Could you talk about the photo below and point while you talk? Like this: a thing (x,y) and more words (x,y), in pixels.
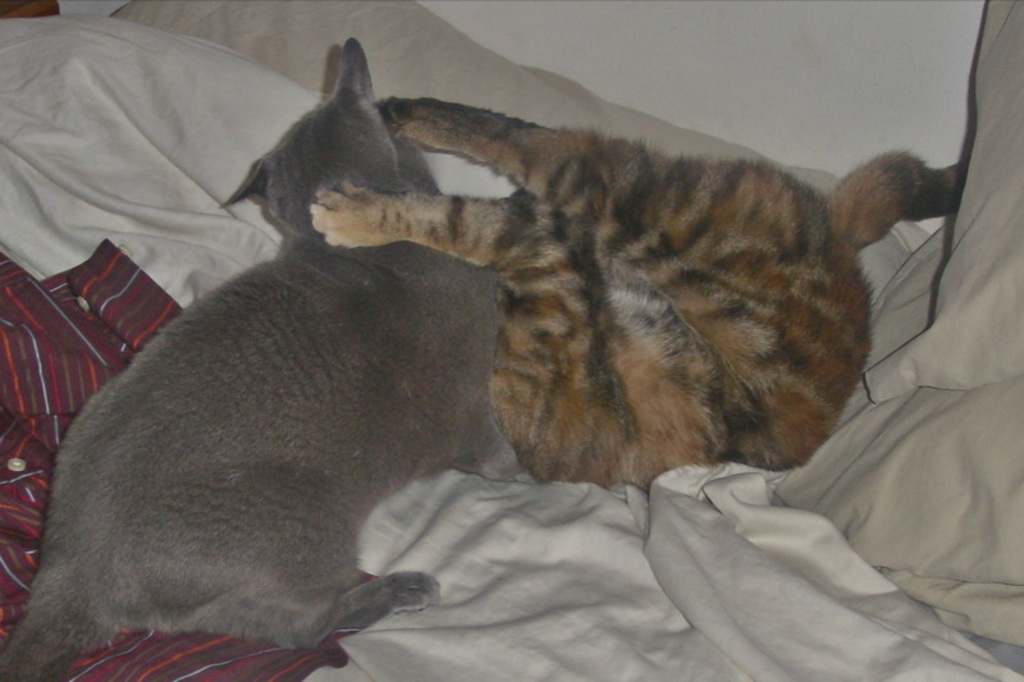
In this picture we can see two cats (426,397) laying here, at the bottom (801,543) there is a bed sheet (649,640), we can see a cloth (6,467) here, in the background (818,54) there is a wall (803,44).
